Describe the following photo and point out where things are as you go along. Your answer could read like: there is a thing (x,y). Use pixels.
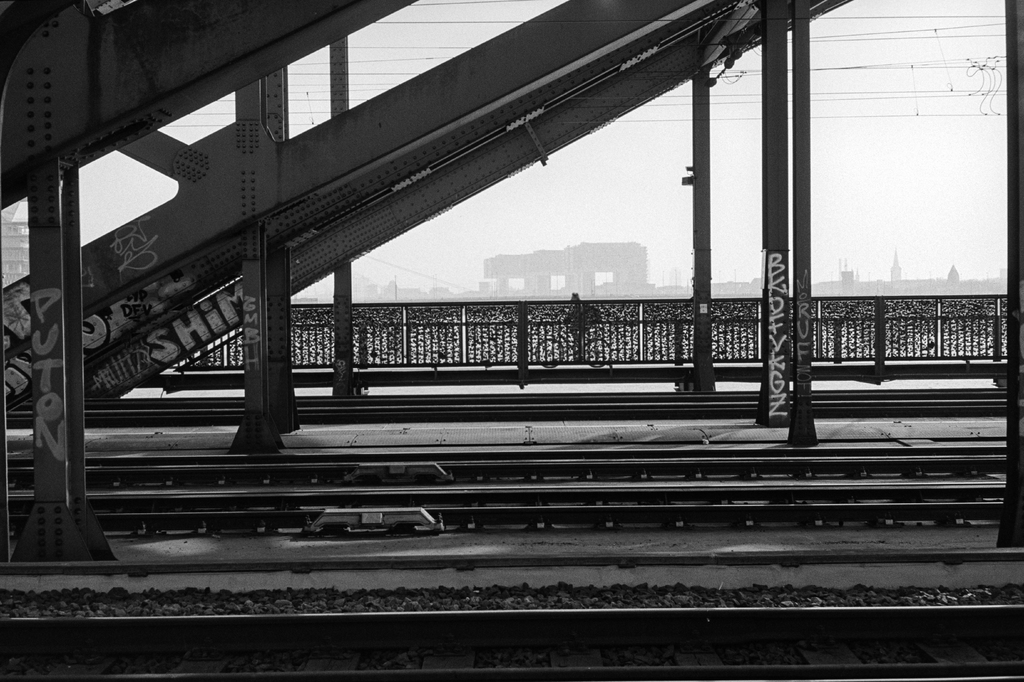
In this image I can see few tracks (615,608). In the background (523,329) I can see the railing (593,309), few buildings (619,263) and I can see few electric wires (919,66) and the image is in black and white.
